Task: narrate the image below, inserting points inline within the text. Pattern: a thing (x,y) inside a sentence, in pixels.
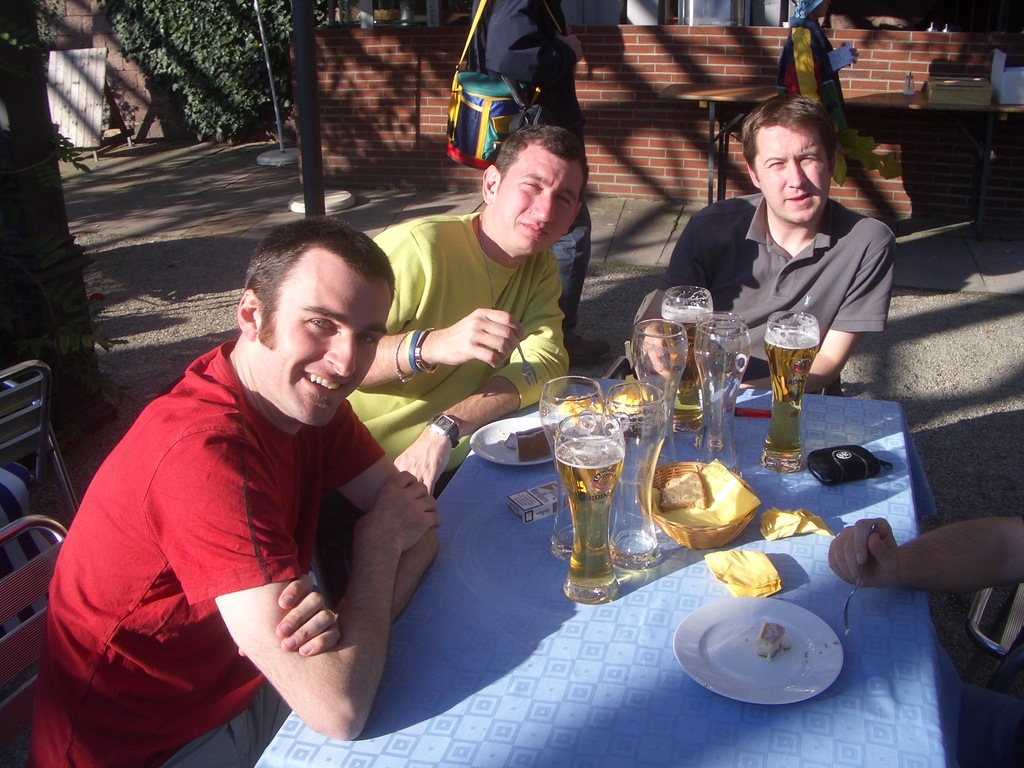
Here we can see a group of people (412,349) are sitting on the chair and in front (542,627) here is the table (508,616) and glasses (614,457) and some objects (699,519) on it, and here a person (523,79) is standing on the road (623,209), and here is the wall (639,61), and here is the tree (183,121).
